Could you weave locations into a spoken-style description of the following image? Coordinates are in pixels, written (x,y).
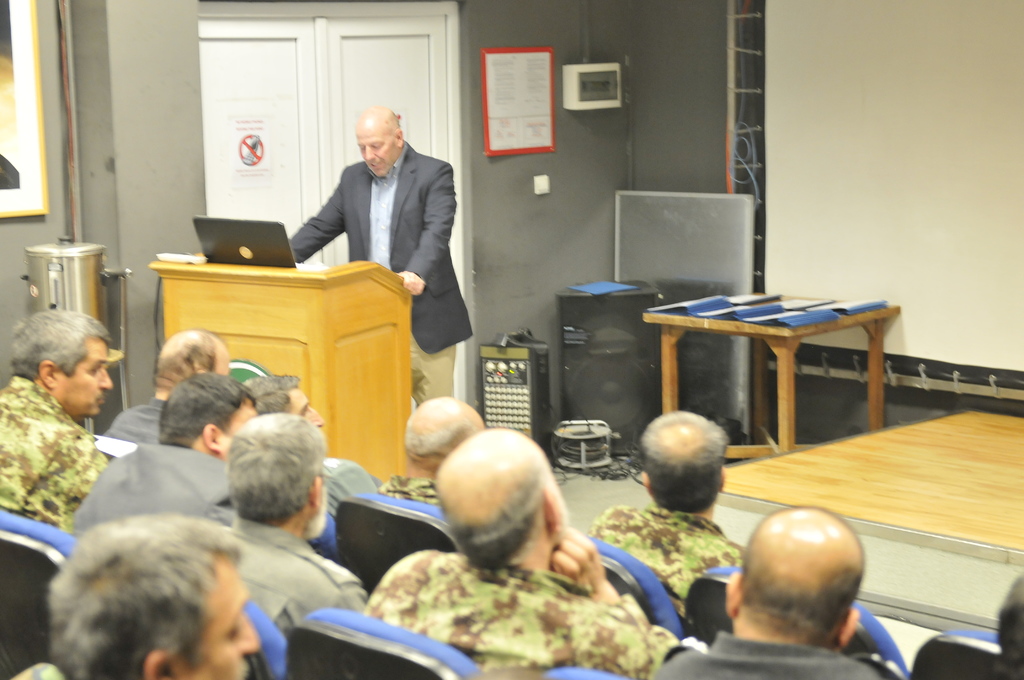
On the background (675,75) we can see a wall (533,37), board (485,98), a door (332,99) with a prohibition sign (252,150). On the floor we can see a man (386,117) standing in front of a podium (315,282) and on the podium (372,274) we can see a laptop (228,246). Here it's a filter (81,310). These are speakers (603,385). Here we can see few persons (750,657) sitting on the chairs (430,534).
